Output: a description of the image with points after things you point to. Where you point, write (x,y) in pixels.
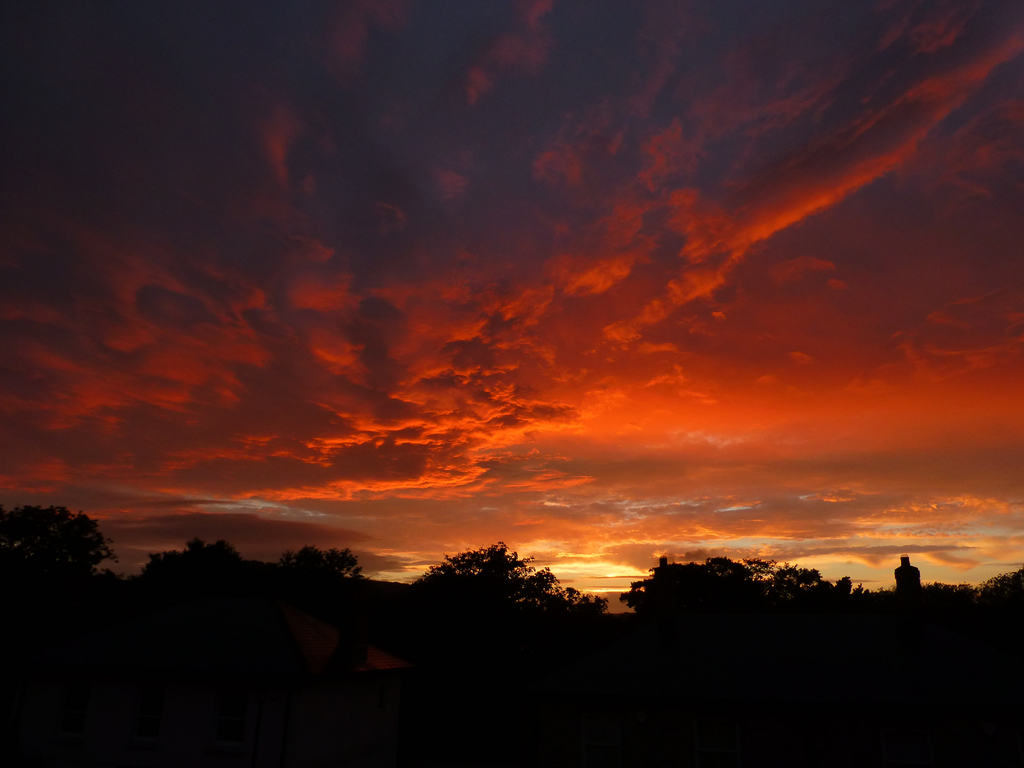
In the center of the image (533,323) we can see the sky (596,380), clouds (677,386), trees (778,573), one house (346,651) and a few other objects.
